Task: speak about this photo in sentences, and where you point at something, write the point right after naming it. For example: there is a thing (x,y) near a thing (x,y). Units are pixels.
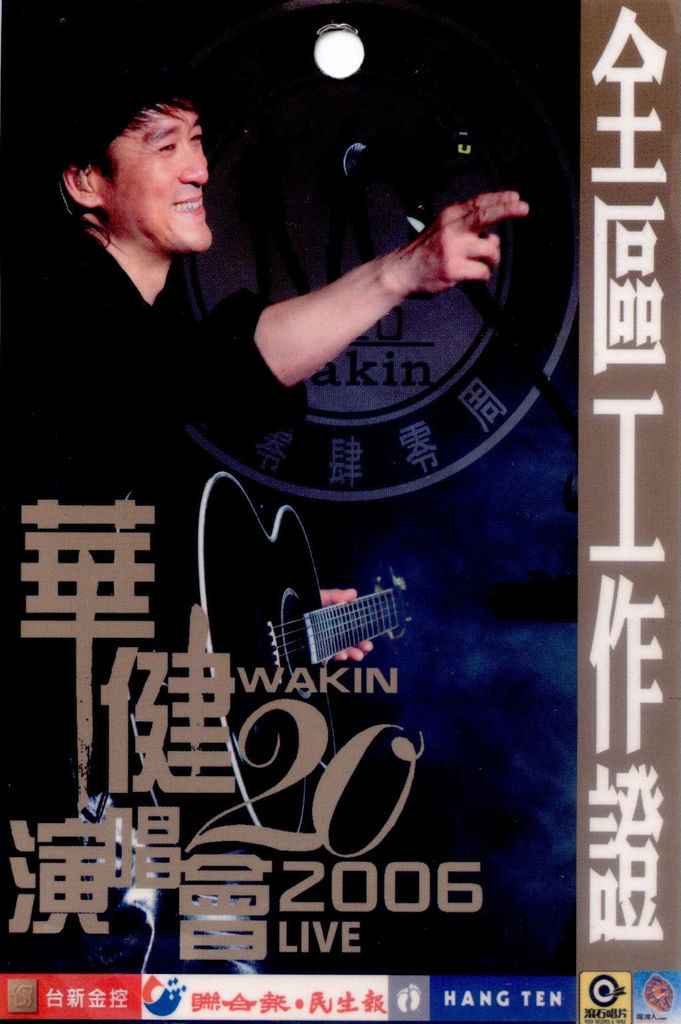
This image is an advertisement. In this image we can see text (642,340) and person (104,641) holding guitar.
